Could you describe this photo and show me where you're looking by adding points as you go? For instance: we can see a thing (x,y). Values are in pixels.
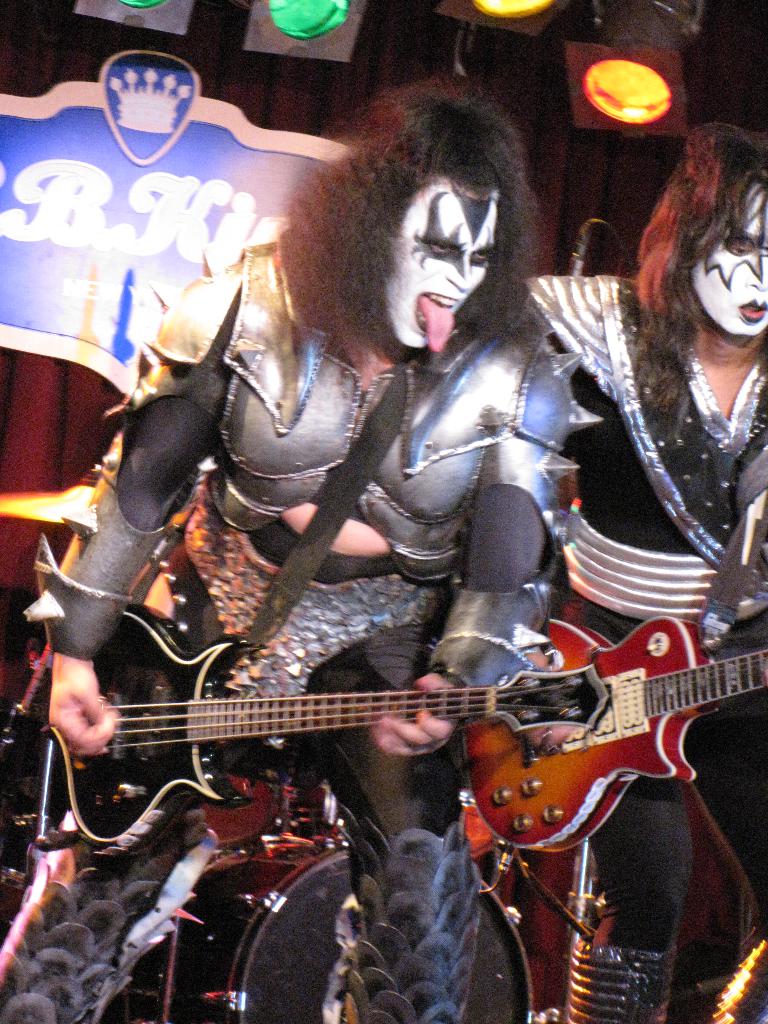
There are two persons (537,604) standing and holding guitars (517,750) in their hands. These people (464,438) are wearing some different costumes (606,488) and some kind of makeup (736,287) to their faces (733,299). At background (293,917) I can see drum (302,952) which is placed behind this man (329,634). And I can see some poster (117,242) which is attached to the cloth (295,85) and these looks like show lights (353,9).
